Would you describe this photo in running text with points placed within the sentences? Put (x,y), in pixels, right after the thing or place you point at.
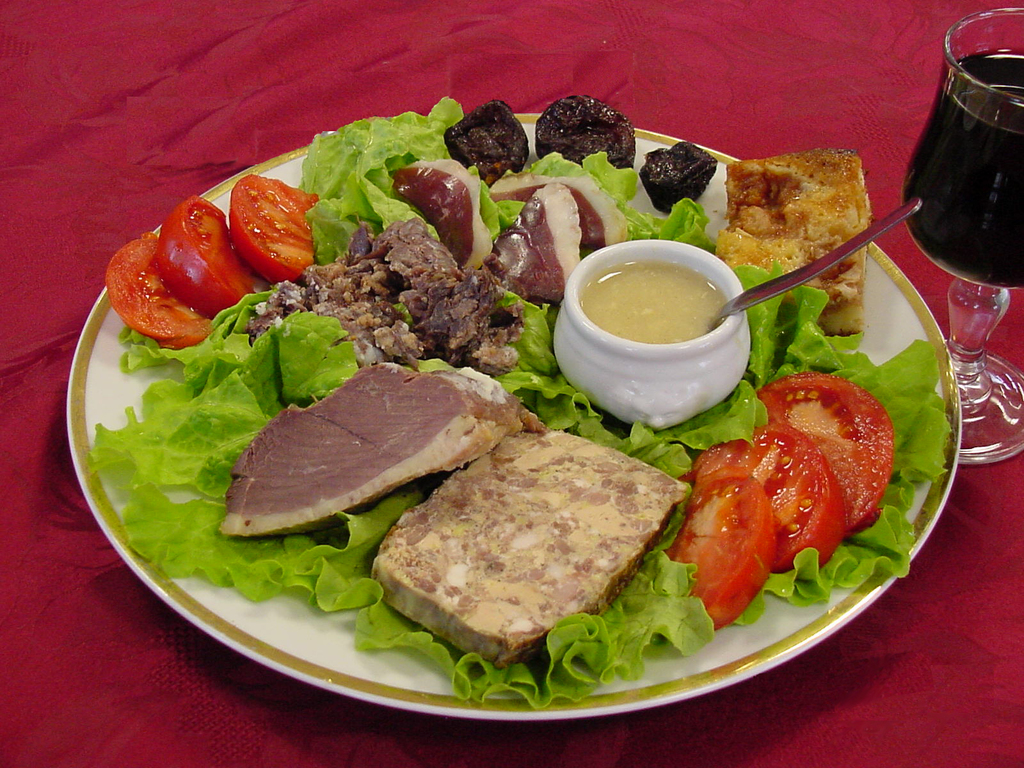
In this image I can see a white colour plate (398,674) and on it I can see different types of food (836,240), a white colour cup (642,348) and a spoon (778,287) in the cup (730,364). On the right side of this image (1023,406) I can see a glass (1007,231) and in it I can see black colour thing (1001,67). I can also see a red colour cloth (24,423) under the plate (487,714).
